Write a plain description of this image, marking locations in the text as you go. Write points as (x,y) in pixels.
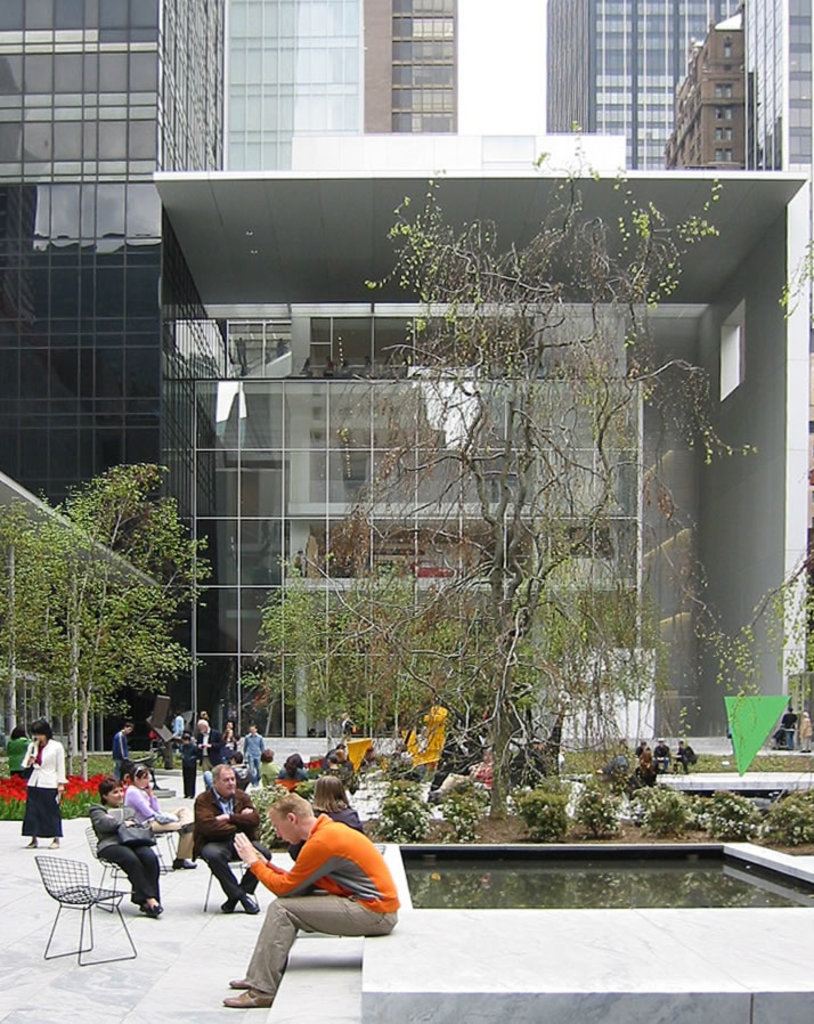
In this image I see a lot of people (804,745) and most of them are sitting on the chairs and on the path (334,1003) and few of them are standing and there is water (739,883) over here. In the background (0,685) I see few trees (19,669) and a lot of buildings (797,590).
